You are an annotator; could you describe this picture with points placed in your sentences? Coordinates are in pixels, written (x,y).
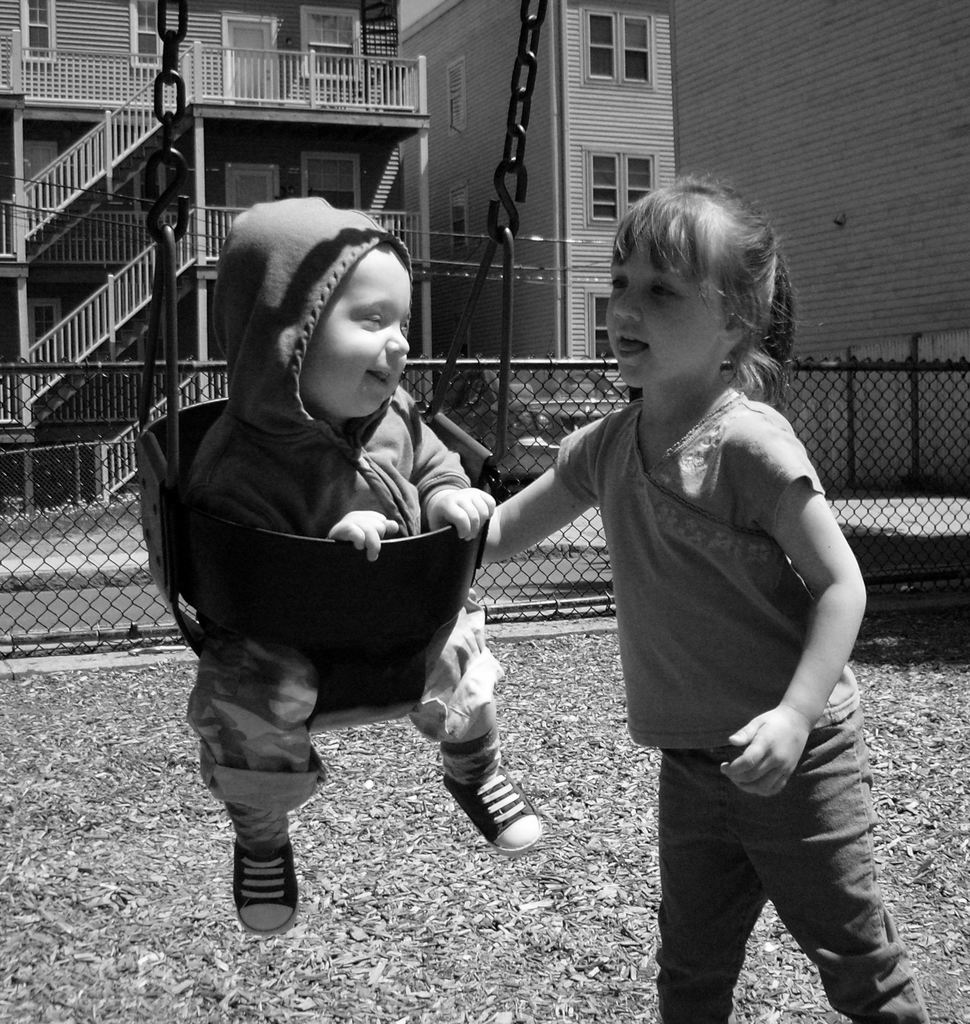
In this image I can see a baby (310,328) sitting on the swing (396,641) and one child (670,568) is standing. Back I can see buildings (612,91) and windows (628,80). I can see stairs (118,491) and fencing (138,484). The image is in black and white.
